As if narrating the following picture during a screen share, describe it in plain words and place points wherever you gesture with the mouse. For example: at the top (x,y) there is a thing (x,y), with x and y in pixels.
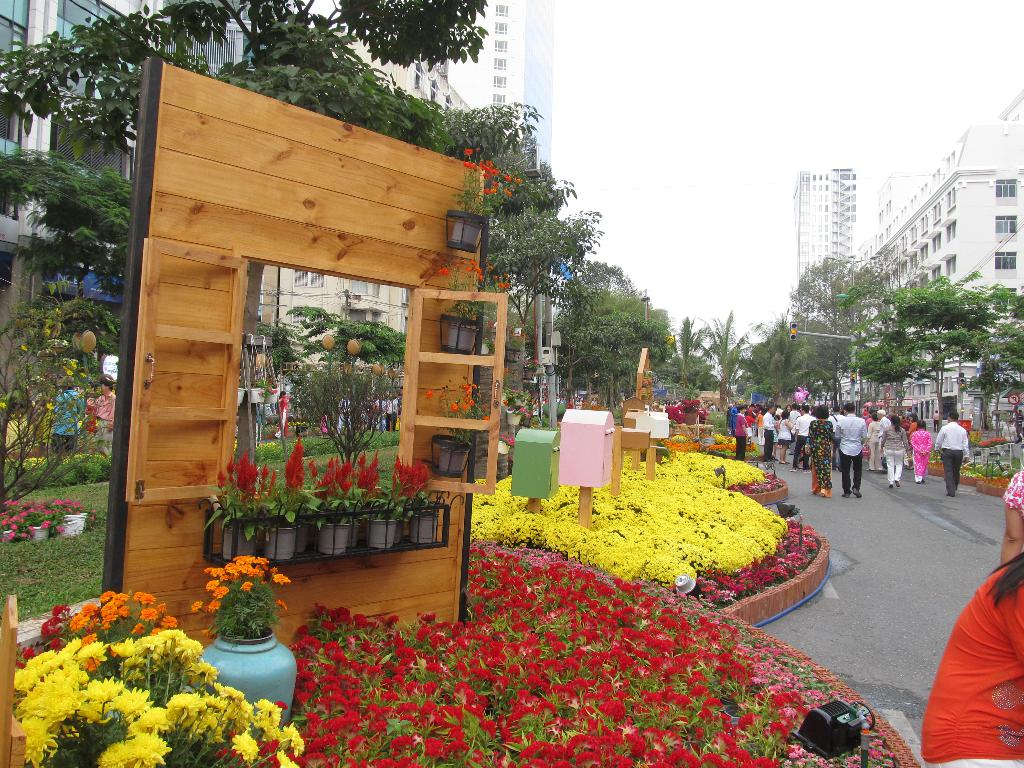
In the picture we can see some flowers (495,654), flower pots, plants (493,582) and in the background of the picture (684,311) there are some trees (882,352), buildings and clear sky (656,143).
